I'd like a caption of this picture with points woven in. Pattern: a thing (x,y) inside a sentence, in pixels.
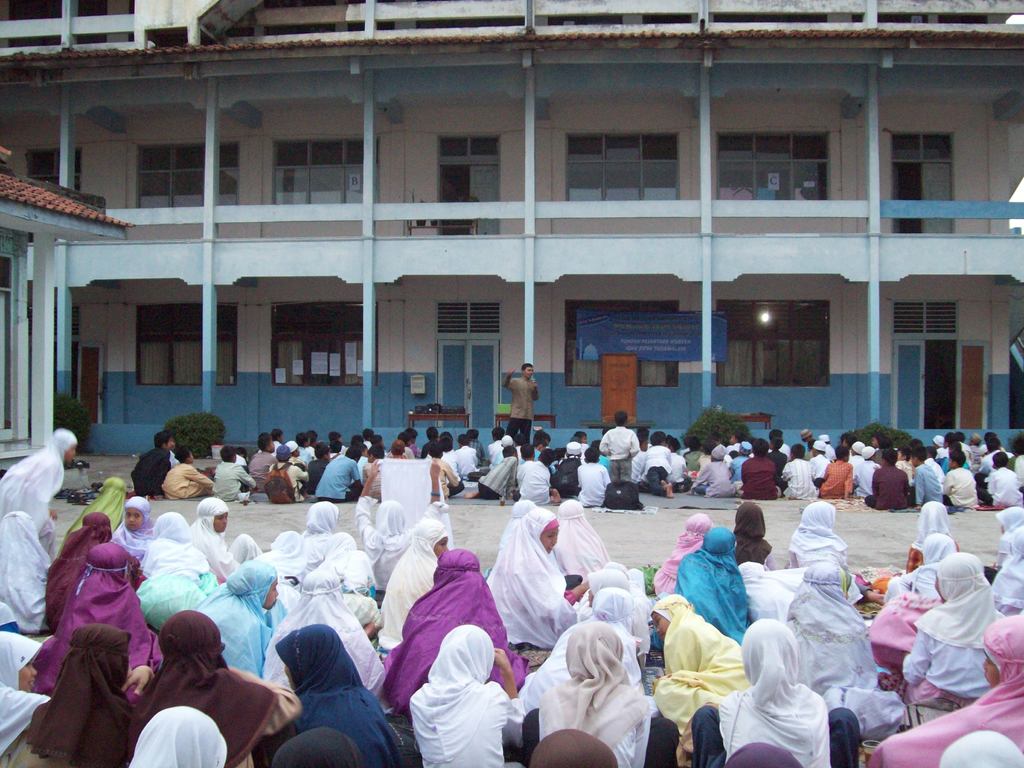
There are groups of persons (731,459) sitting on the ground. In the background (553,399), there is a person (523,388) standing and speaking, there are buildings (917,88) these are having glass windows (498,185) and pillars (527,181).
